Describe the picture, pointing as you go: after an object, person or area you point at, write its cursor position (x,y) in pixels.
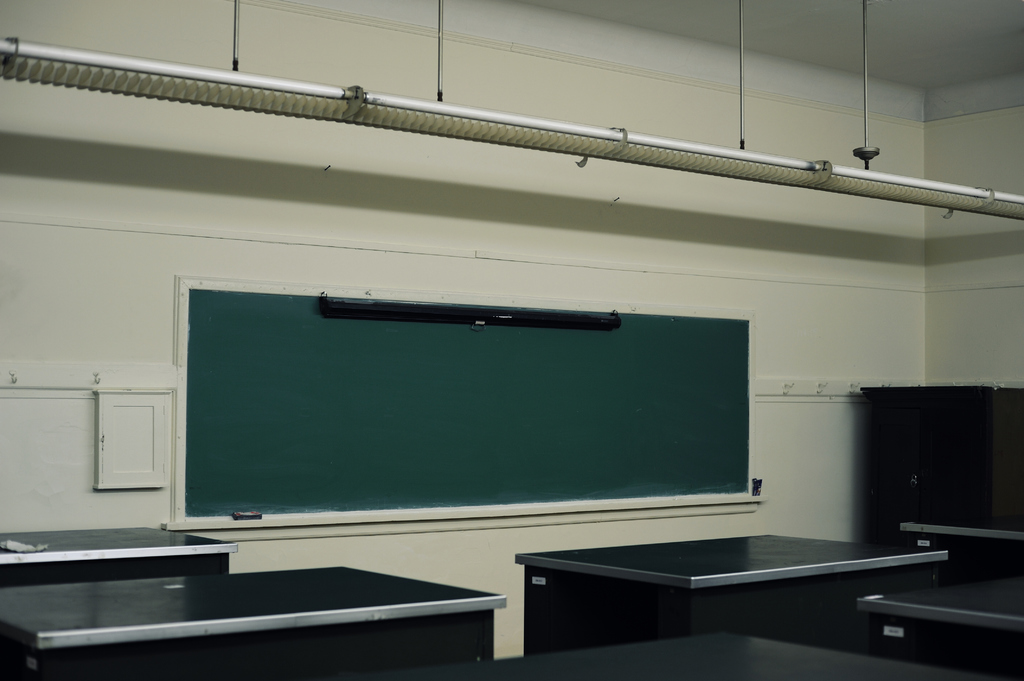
At the bottom of the image (412,602) there are tables (304,586). On the wall (149,291) there is a board (495,409). On the right side of the image (924,412) behind the tables (927,531) there is a cupboard (911,460). At the top of the image (177,83) there are lights (177,83).
